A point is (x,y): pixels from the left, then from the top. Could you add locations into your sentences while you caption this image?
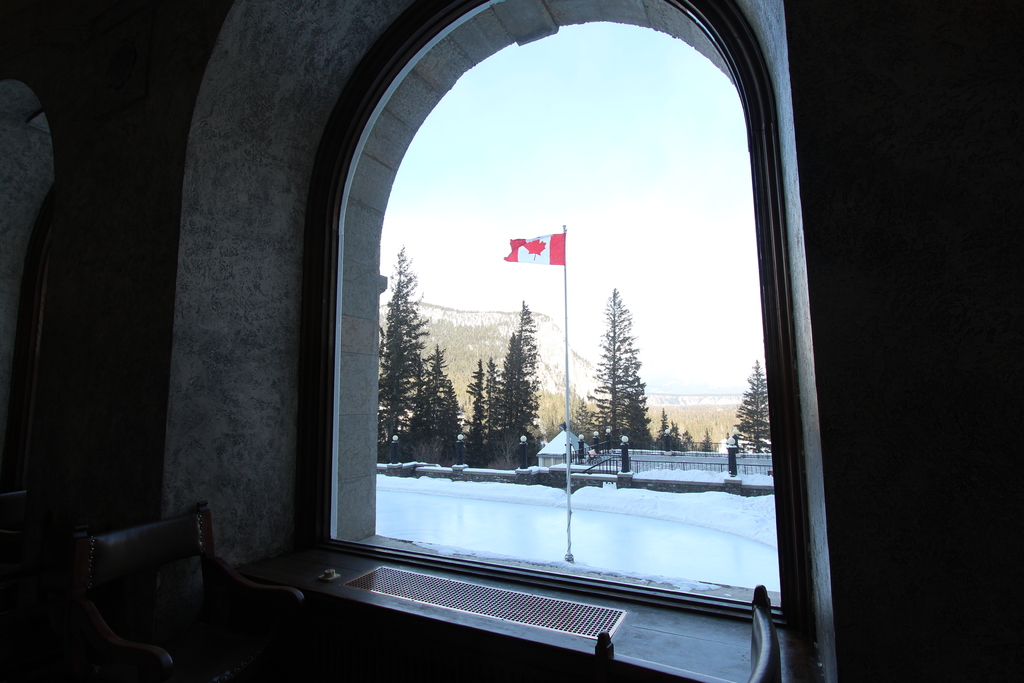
In this image we can see chairs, trees (463,445), railings (604,458), flag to the flag post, mountains (517,325) and sky (609,225).
